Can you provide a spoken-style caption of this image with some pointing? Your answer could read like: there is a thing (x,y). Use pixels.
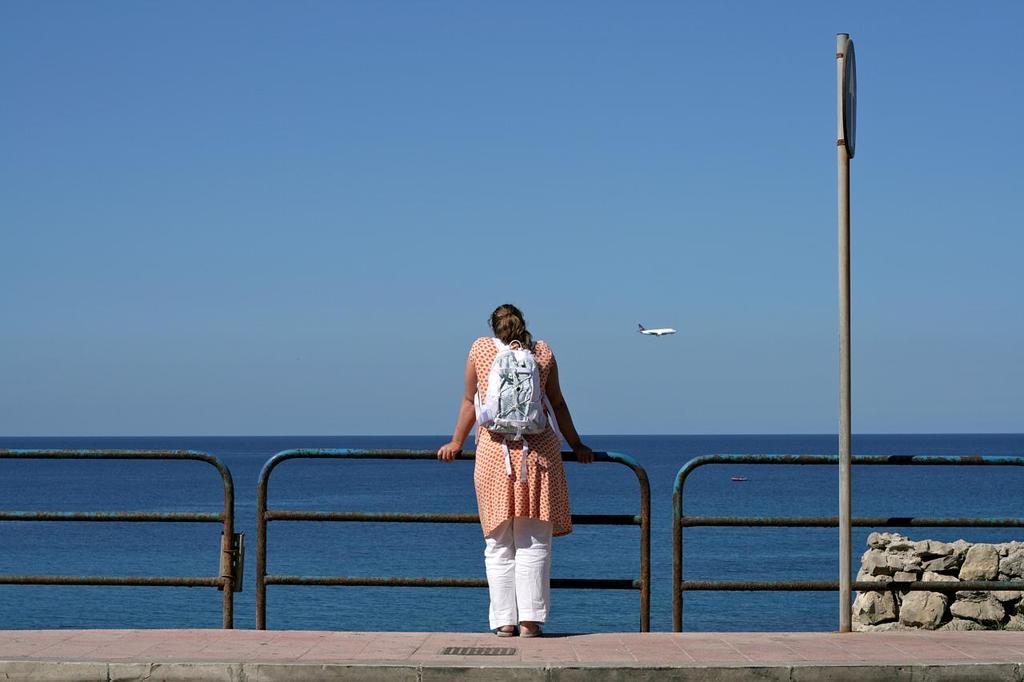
In the center of the image (545,380) there is a woman (488,361) standing on the road (462,646). In the background (690,451) there is a water (681,462), aeroplane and sky (659,373). On the right side of the image (844,606) there is a sign board (843,327).
